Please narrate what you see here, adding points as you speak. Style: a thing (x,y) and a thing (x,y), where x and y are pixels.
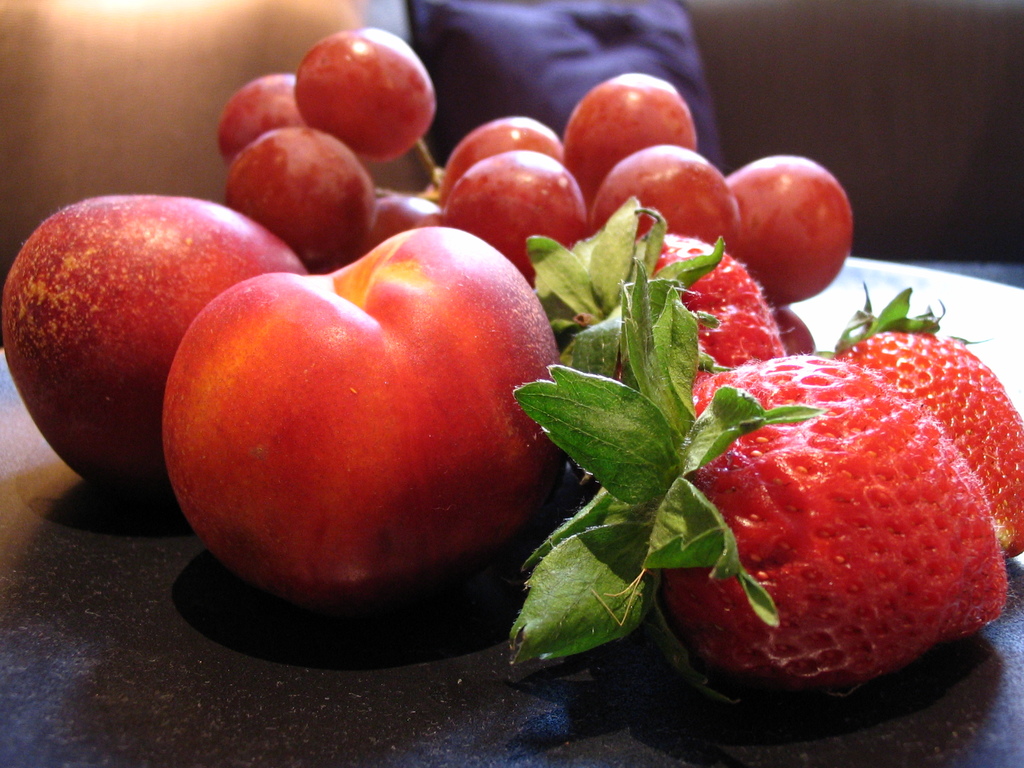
This image consists of fruits (407,295) which are in the center (641,344). and the background (28,175) is blurry.
